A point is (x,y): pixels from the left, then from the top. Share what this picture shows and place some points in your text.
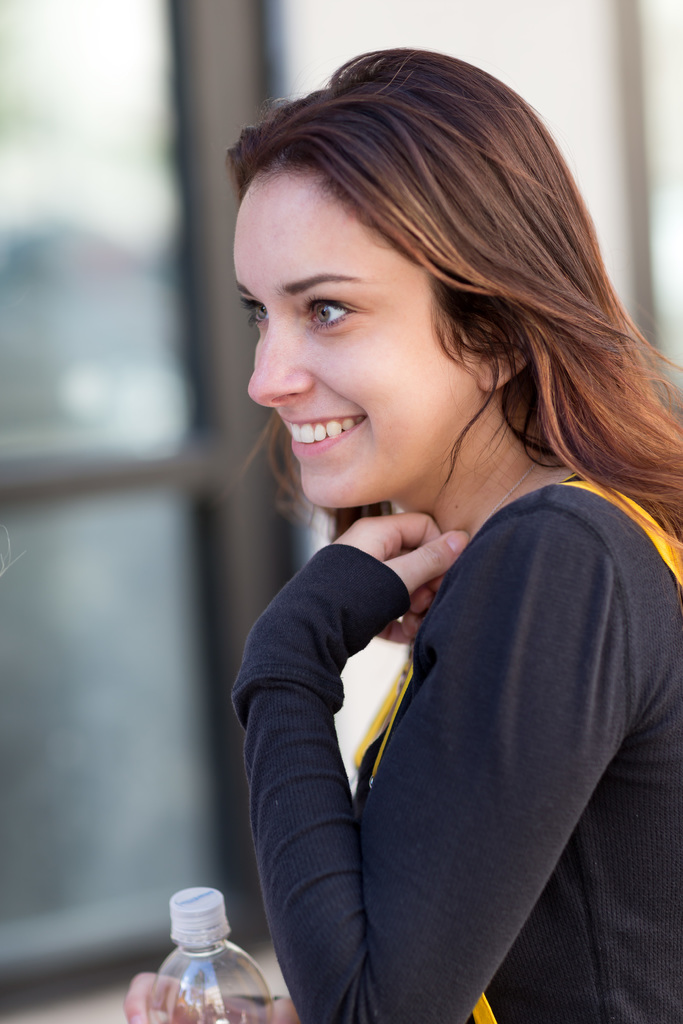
As we can see in the image there is a woman (452,743) wearing black color shirt (498,791) and holding a bottle (162,1000) and the background (292,18) is blurry.
